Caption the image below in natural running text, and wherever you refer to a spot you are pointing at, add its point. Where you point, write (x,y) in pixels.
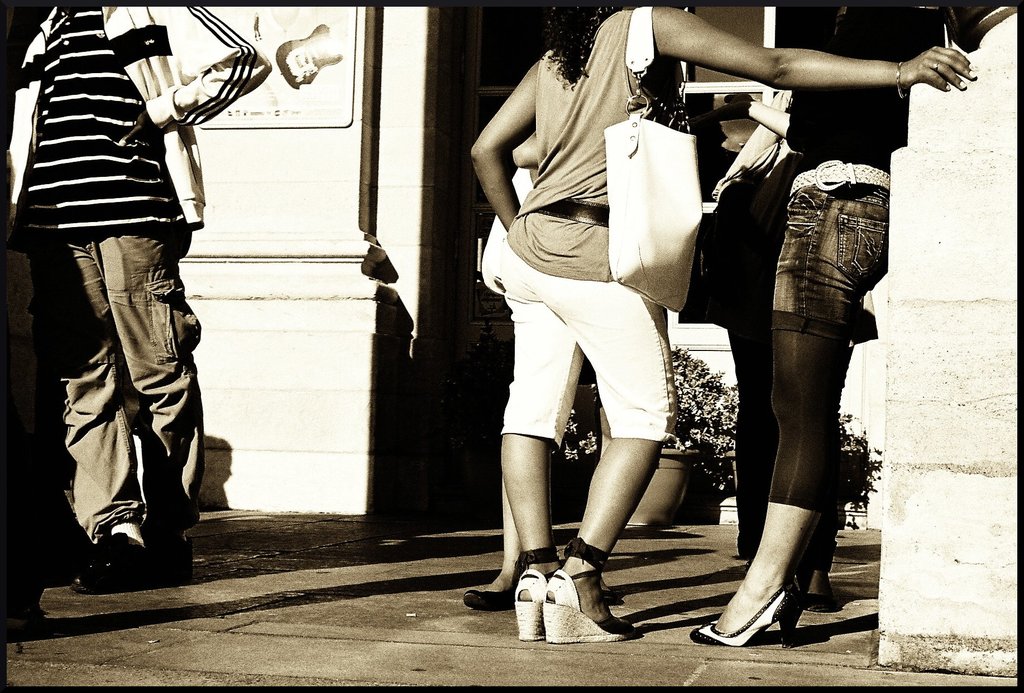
In this image, there are some people (776,481) standing and there are some flower pots (669,495), at the right side (887,465) there is a white color wall (951,297).
